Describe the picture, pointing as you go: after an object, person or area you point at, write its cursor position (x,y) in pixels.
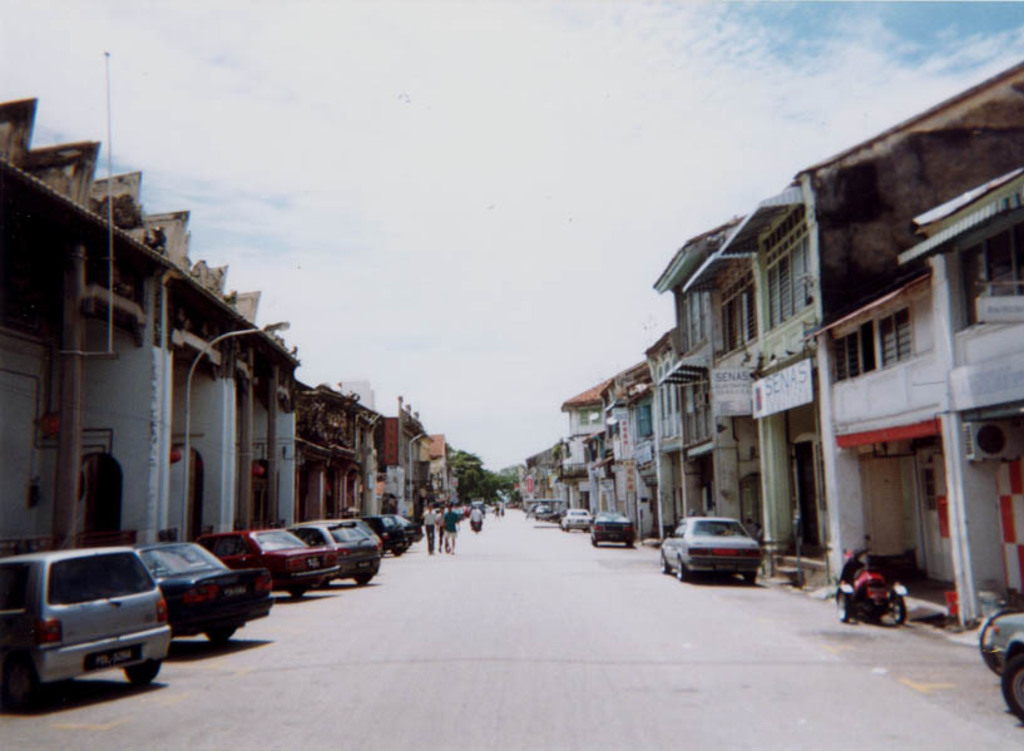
In this picture there are people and we can see vehicles (372,543) on the road (286,631), boards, buildings (221,417), poles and lights (258,329). In the background of the image (547,257) we can see the sky (547,232) with clouds (547,232).
